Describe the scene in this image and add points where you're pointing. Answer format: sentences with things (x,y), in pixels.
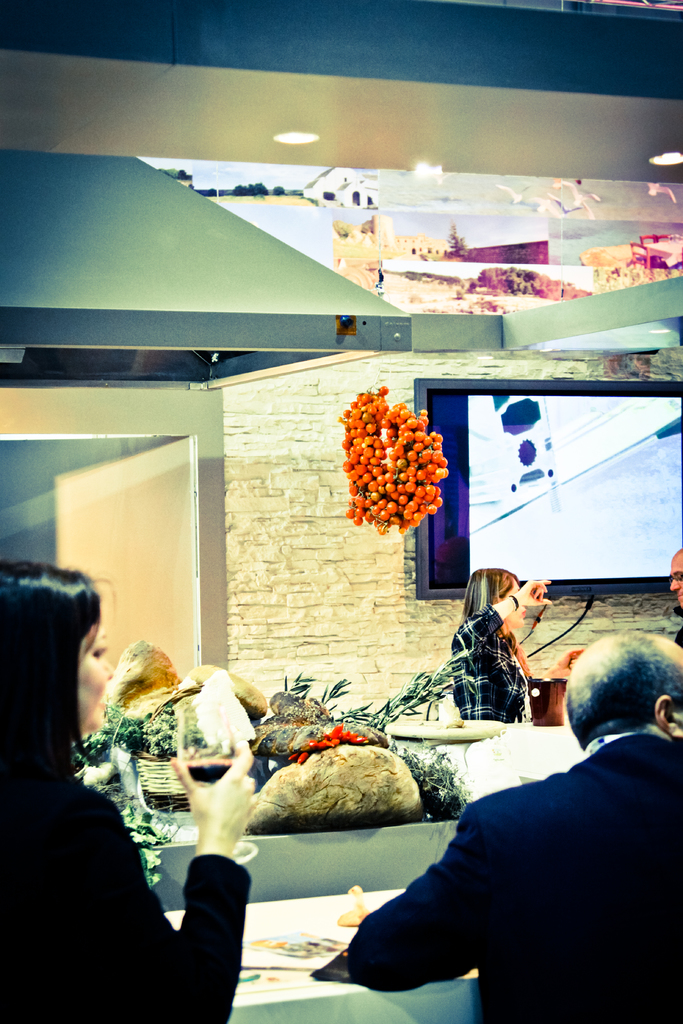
This picture describes about group of people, in front of them we can see few papers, plants (411,757) and decorative things (374,469), in the background (449,489) we can find few lights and a screen (521,552) on the wall (322,576).
